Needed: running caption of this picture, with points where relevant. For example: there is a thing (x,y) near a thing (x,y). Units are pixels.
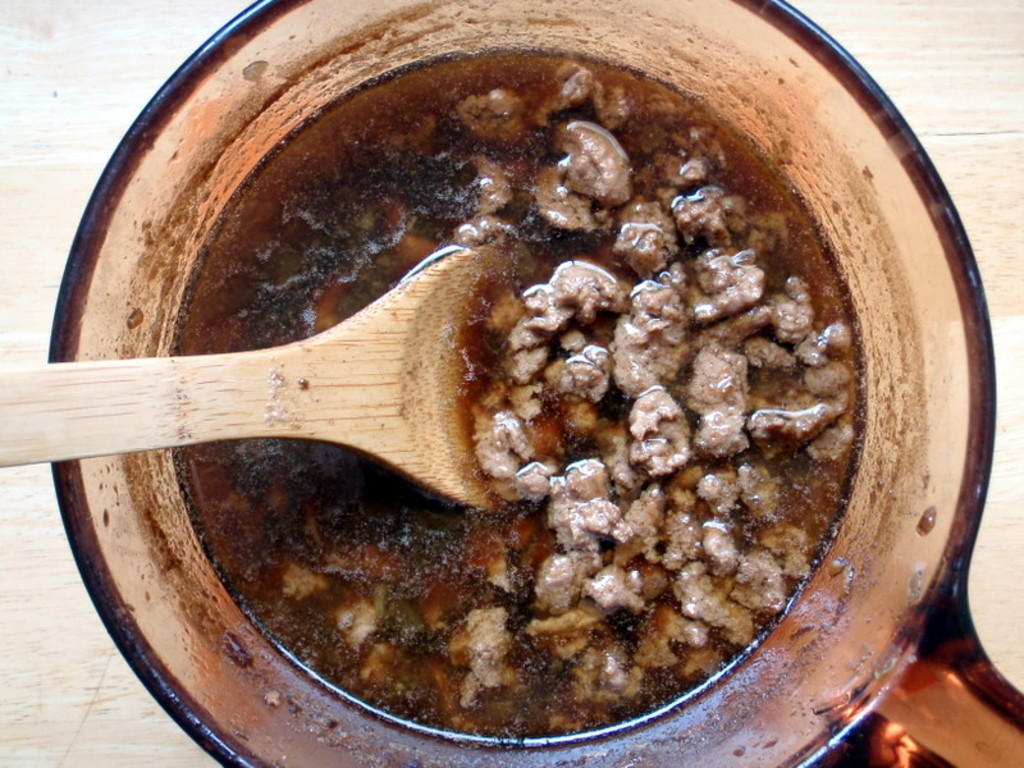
In this picture we can see food (661,303), liquid (618,264) and a spatula (172,379) in a bowl (214,119) and the bowl (166,157) is on the wooden surface (6,358).
